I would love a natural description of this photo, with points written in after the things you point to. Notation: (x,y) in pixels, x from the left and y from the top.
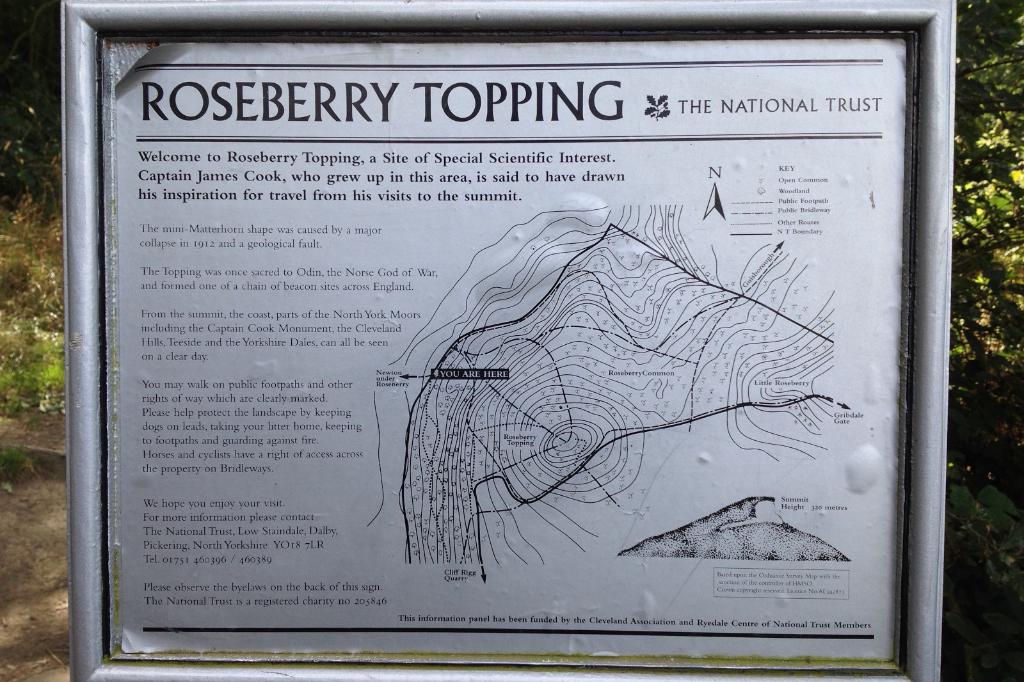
In this picture, we see a board (119,396) on which a poster (249,289) is pasted. We see some drawings (425,514) and the text (297,331) written on the poster (262,326). There are trees (9,187) in the background (961,304). In the left bottom (51,611), we see the road (52,570).
